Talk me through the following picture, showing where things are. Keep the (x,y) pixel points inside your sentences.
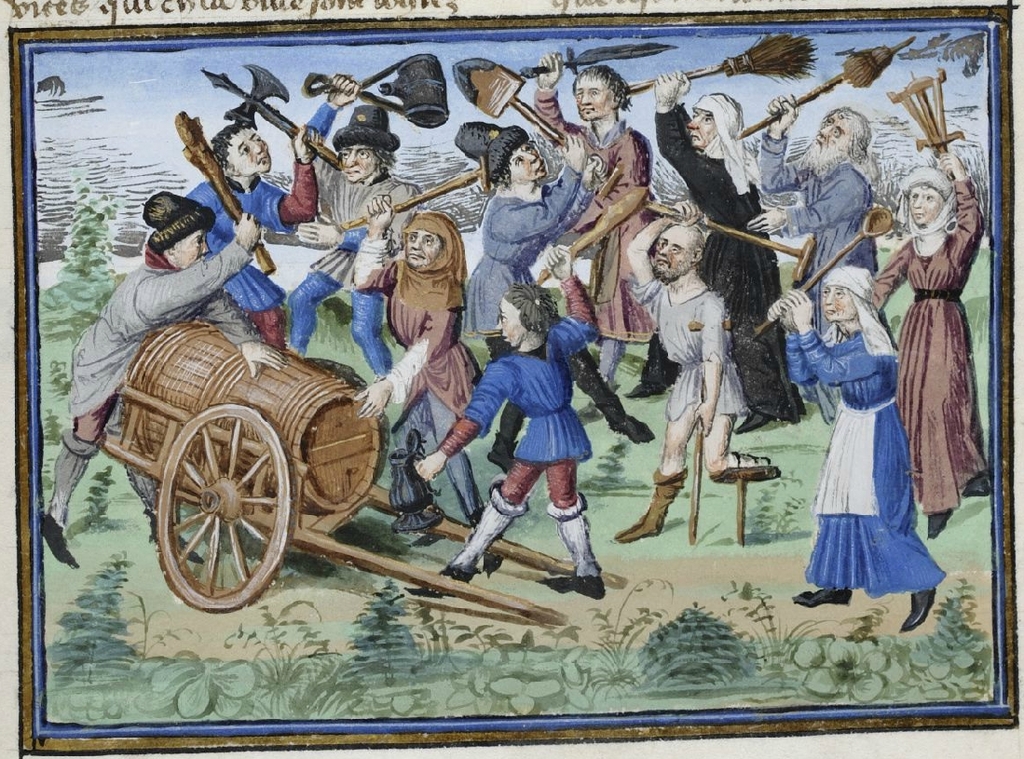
In this picture there is a drawing poster (267,498). In the front (629,427) there are many men (669,427) and women (780,414), standing and holding a broomstick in the hand (246,237). On the left side (280,371) there is a chariot (118,452).
